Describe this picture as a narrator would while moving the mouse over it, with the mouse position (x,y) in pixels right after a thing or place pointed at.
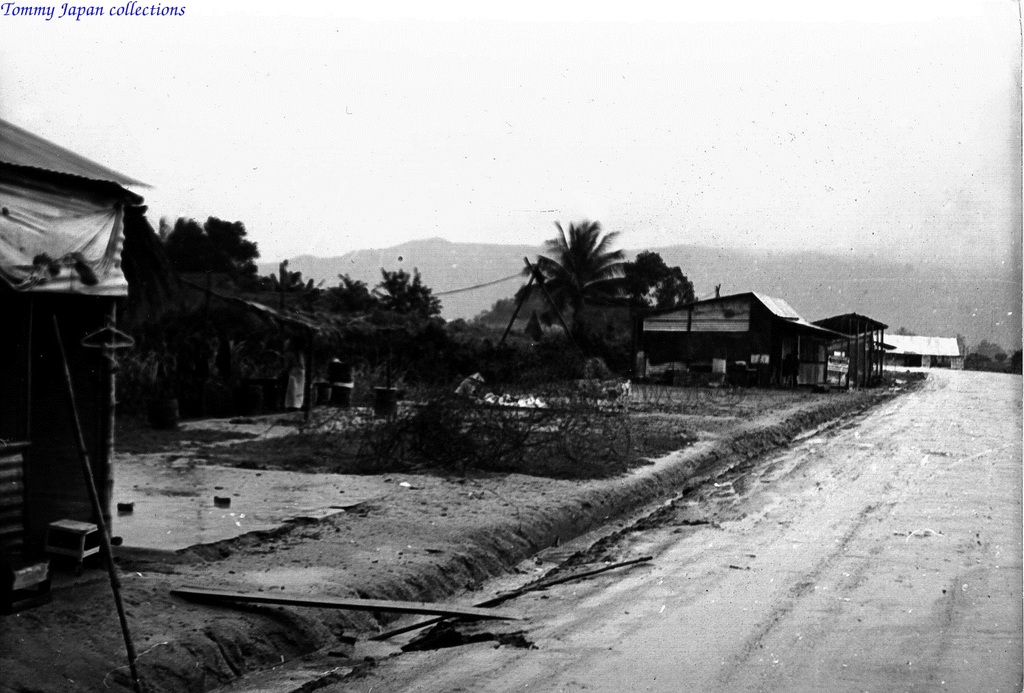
In this black and white image there are houses (323,351), in front of the houses (236,380) there are trees (375,356) and a road (745,525). In the background (745,271) there are mountains (473,278) and the sky (346,112). On the top left side (103,17) there is some text (77,6).
